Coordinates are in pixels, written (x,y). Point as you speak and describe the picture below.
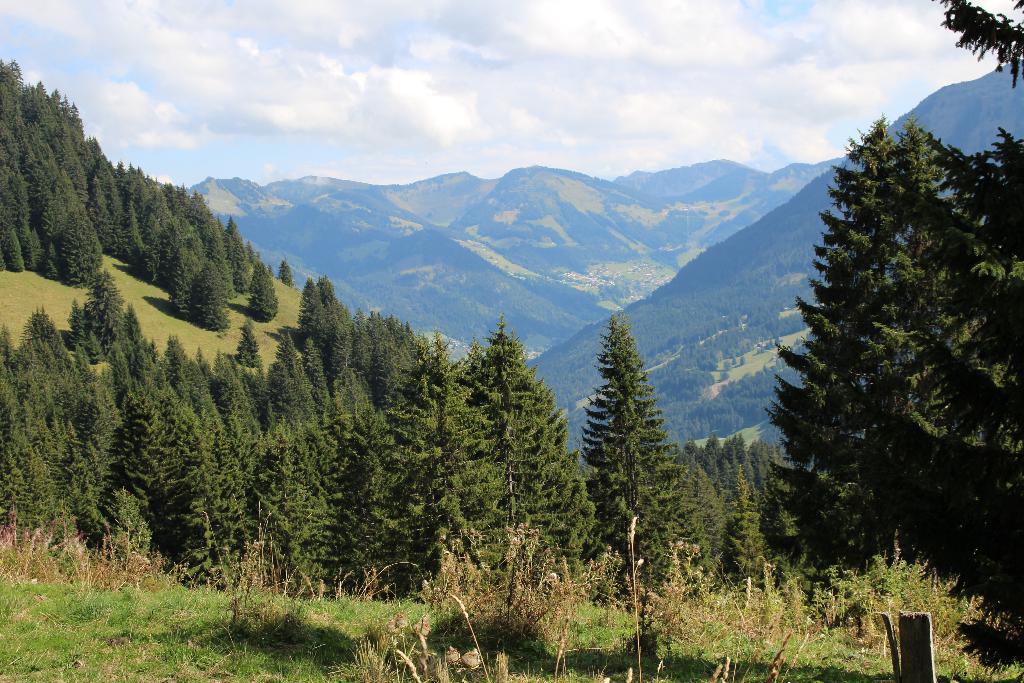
In this picture we can see grass (237,596) at the bottom (285,569), there are some trees (873,185) in the middle (546,379), in the background (537,219) we can see hills (469,217), there is the sky (147,162) and clouds (521,41) at the top of the picture (512,121).
